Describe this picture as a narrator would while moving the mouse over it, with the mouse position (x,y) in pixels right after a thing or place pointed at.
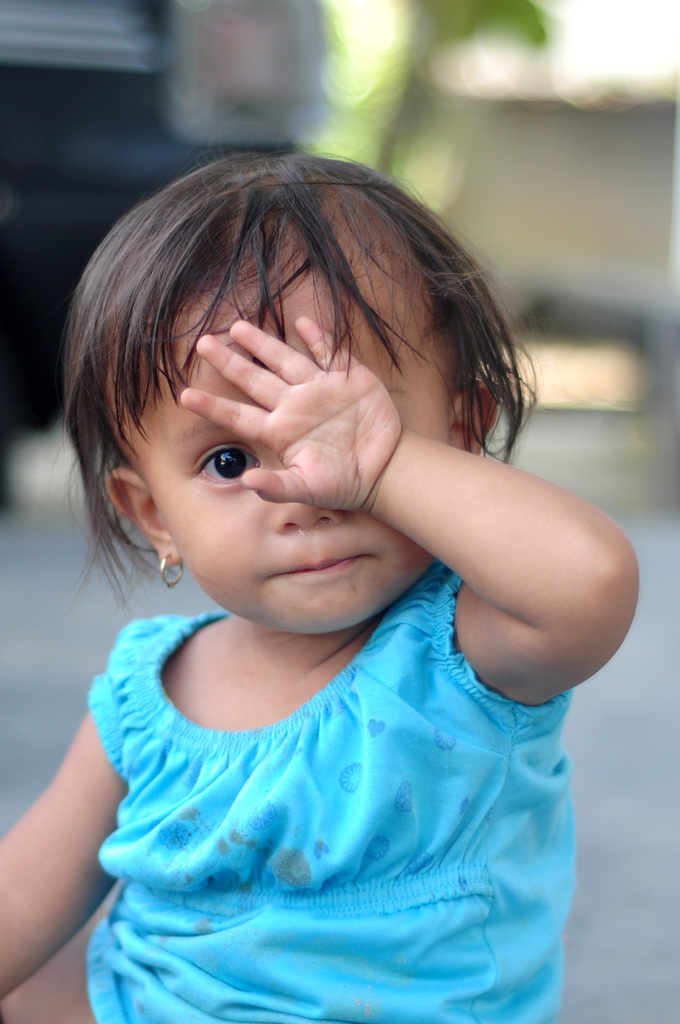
In the center of the image (320,667) we can see a girl (313,629) wearing a blue dress (348,841).
